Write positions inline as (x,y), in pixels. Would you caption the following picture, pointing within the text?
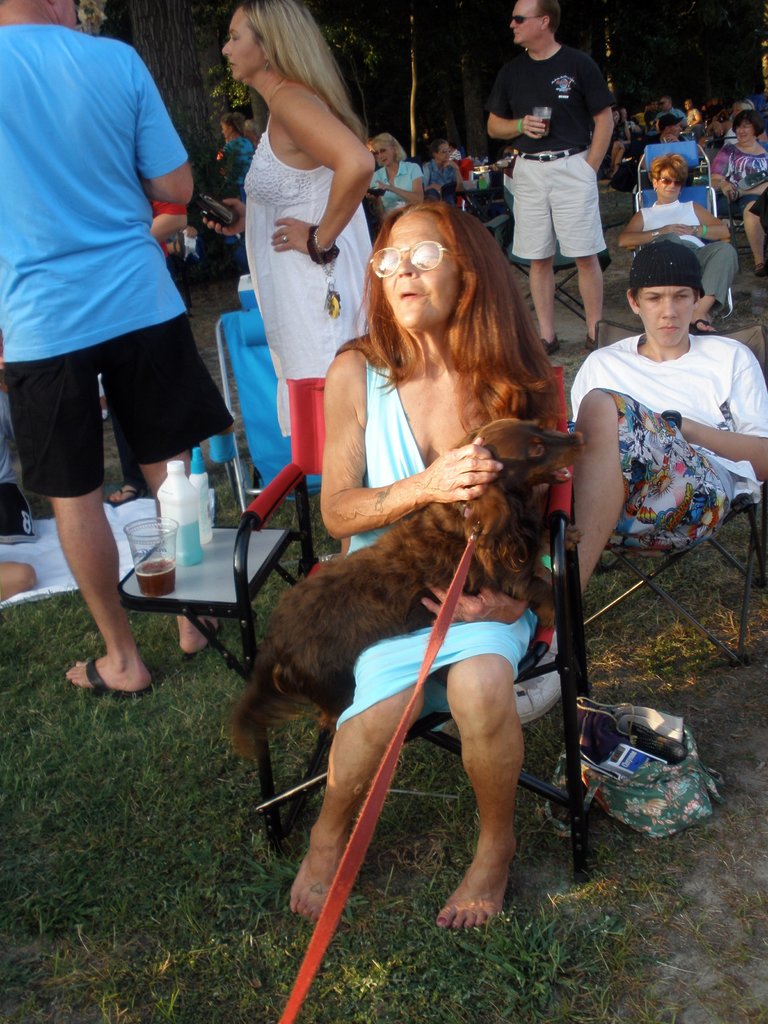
In this picture we can see a group of people (154,257) some are sitting on chairs (560,284) and some are standing holding glasses (546,129) in their hands (537,136) and here woman (419,464) holding dog (443,563) in her hands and beside to her we can see glass (175,530), bottle (207,496), bag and in background (419,129) we can see trees (401,66).
